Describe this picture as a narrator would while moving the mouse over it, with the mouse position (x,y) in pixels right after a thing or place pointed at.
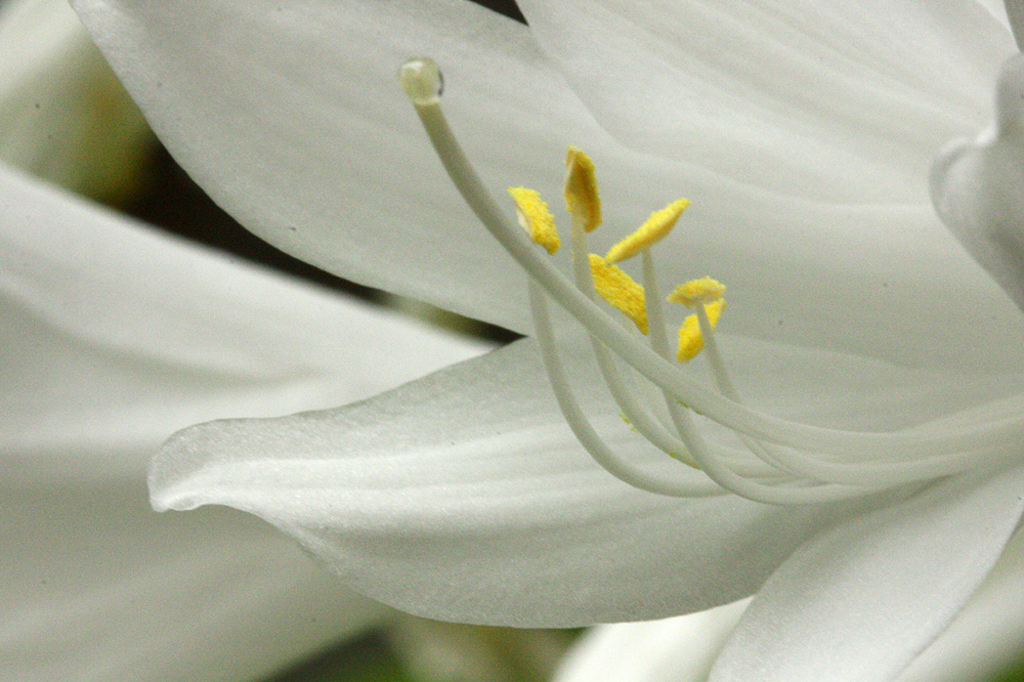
In this picture, we see a flower (562,388) in white color. It has the pollen grains (682,287) in yellow color. This picture is blurred in the background (78,398).
